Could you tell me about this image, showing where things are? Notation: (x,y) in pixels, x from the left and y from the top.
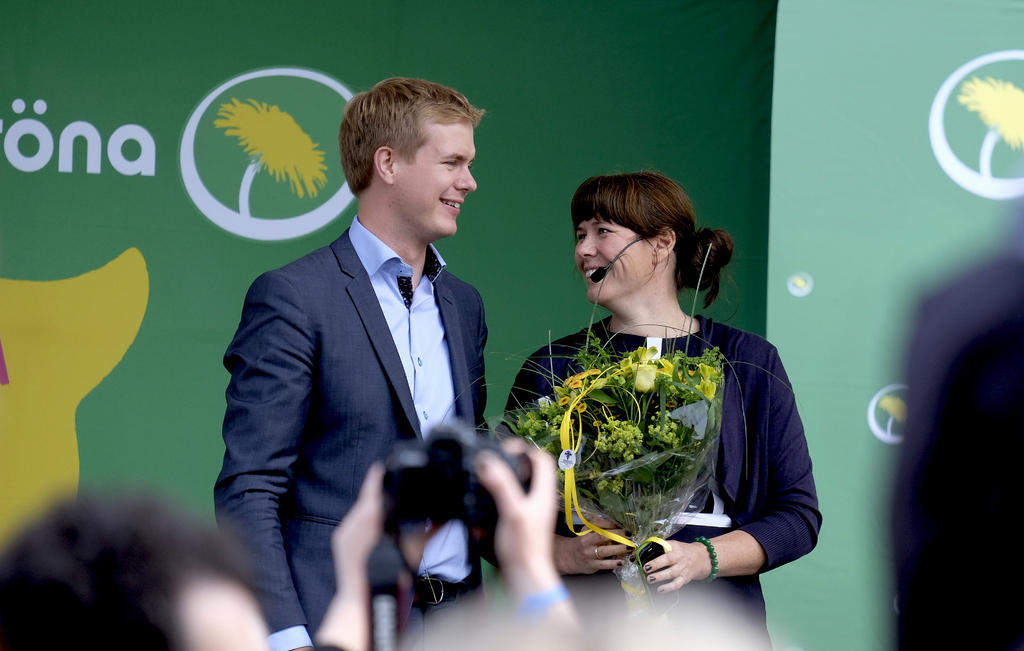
In the image there are two people (337,324) both of them are smiling by looking at each other, the woman (536,368) is holding a bouquet (612,462) and behind the people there is a green color background (188,261).
